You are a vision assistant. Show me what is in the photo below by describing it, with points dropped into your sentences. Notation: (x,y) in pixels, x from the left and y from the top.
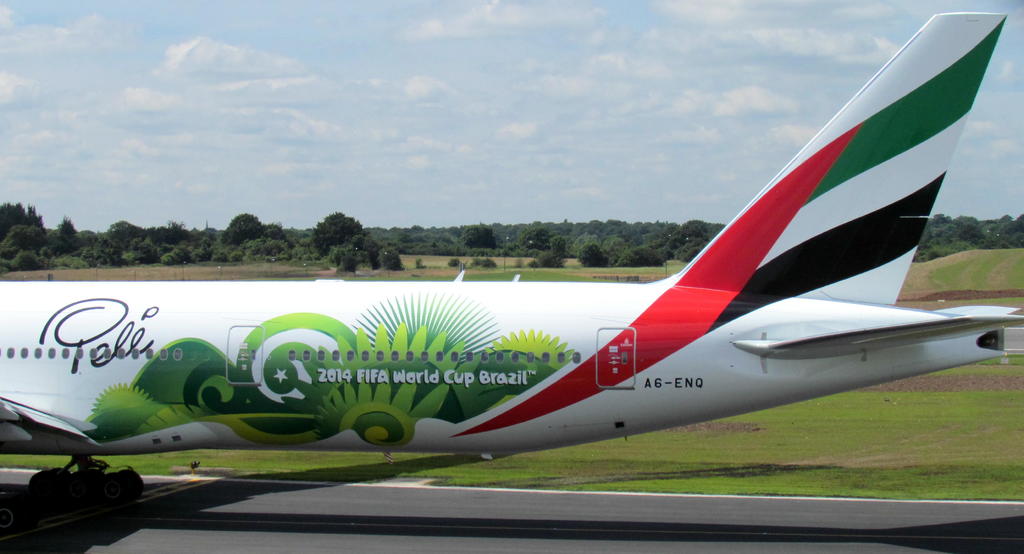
In this image we can see an aeroplane (450,329) on the road (434,535). In the background (225,246), we can see poles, trees (406,248) and grassy land (879,468). The sky (590,99) is covered with clouds (737,36).
